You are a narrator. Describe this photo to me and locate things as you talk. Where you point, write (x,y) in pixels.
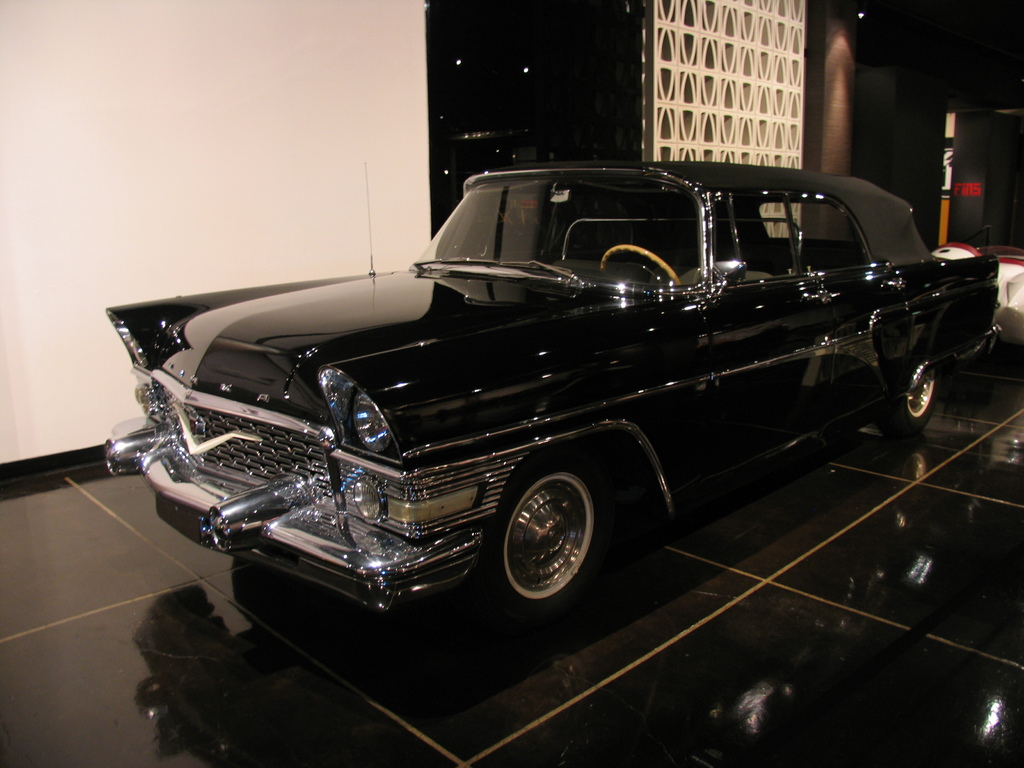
In this image in the center (522,456) there is a car (419,350) on the floor (623,565). Behind the car (419,350) there is a wall (197,130).
